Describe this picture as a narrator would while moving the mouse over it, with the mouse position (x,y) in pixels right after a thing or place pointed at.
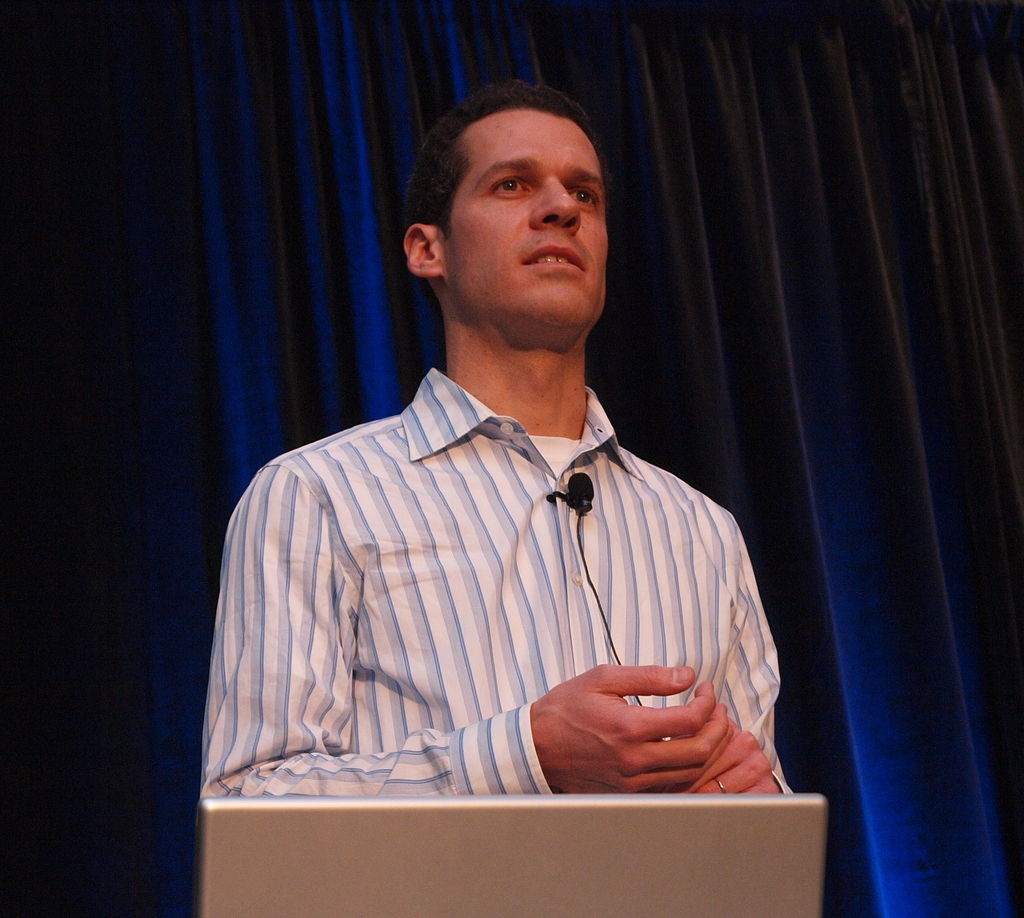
In this image I can see a person (684,542) standing and wearing mike (572,476) in his shirt (619,487). I can see a laptop (564,819) at the bottom of the image (542,811) and a curtain (842,171) behind him.
